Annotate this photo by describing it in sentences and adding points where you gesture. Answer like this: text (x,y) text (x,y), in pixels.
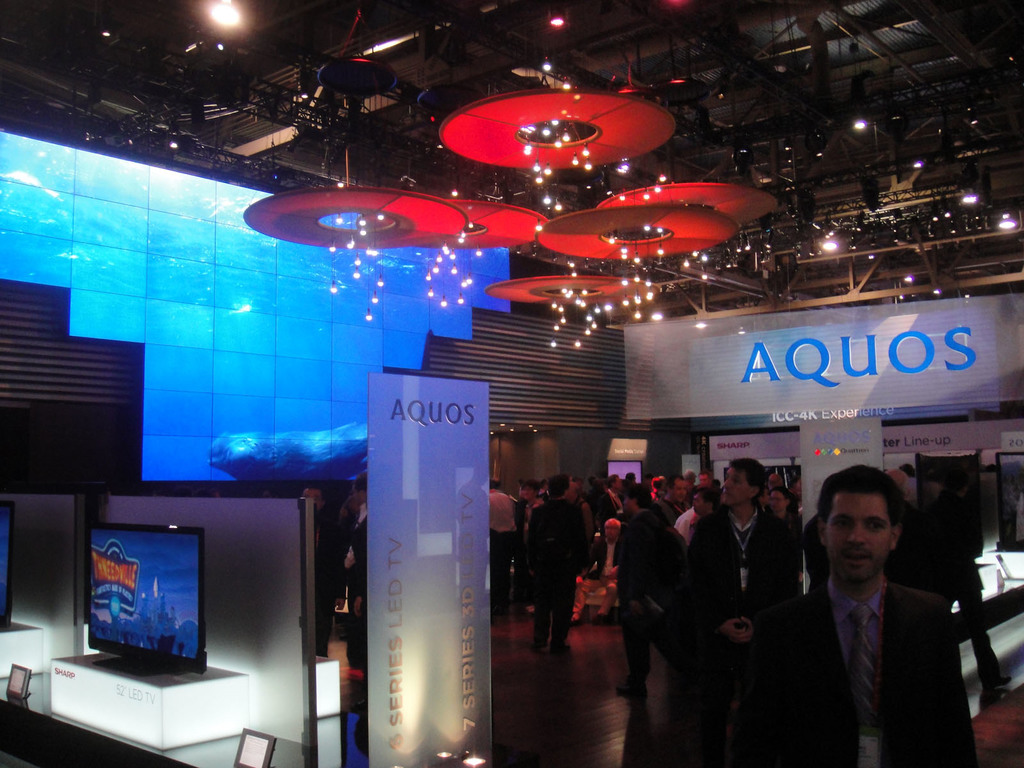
In this image I can see the group of people (633,679) standing. And these people (652,529) are wearing the different color dresses (780,609). To the side of these people (802,644) I can see the banner (406,576) and the systems (142,669). The systems (142,669) are on the table (127,726). In the back (338,338) I can see the wall (562,373) and I can see few lights (424,223) and roof (359,101) in the top (569,209).
